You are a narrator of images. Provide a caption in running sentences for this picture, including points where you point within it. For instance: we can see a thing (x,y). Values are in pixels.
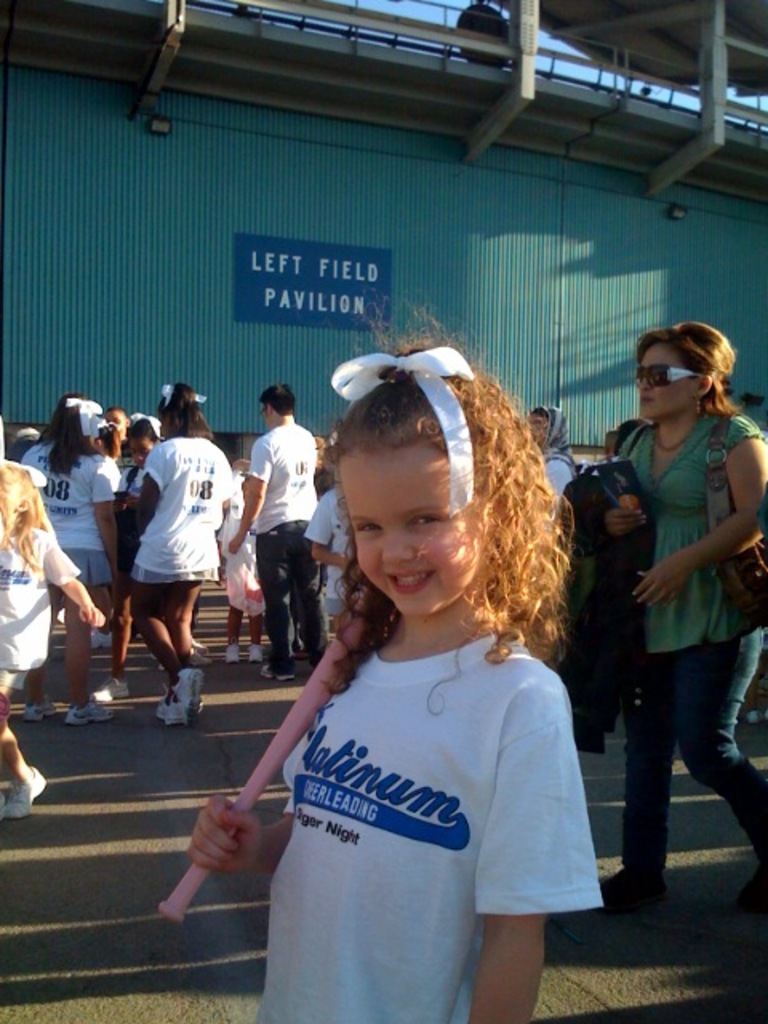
In this image there are persons (355,487) standing and walking. In the front (415,777) there is a girl (419,817) standing and smiling and holding a pink colour bat (194,891) in her hand (219,858). In the background (366,238) there is a wall (331,237) and there is some text (312,249) written on the wall (96,355).
